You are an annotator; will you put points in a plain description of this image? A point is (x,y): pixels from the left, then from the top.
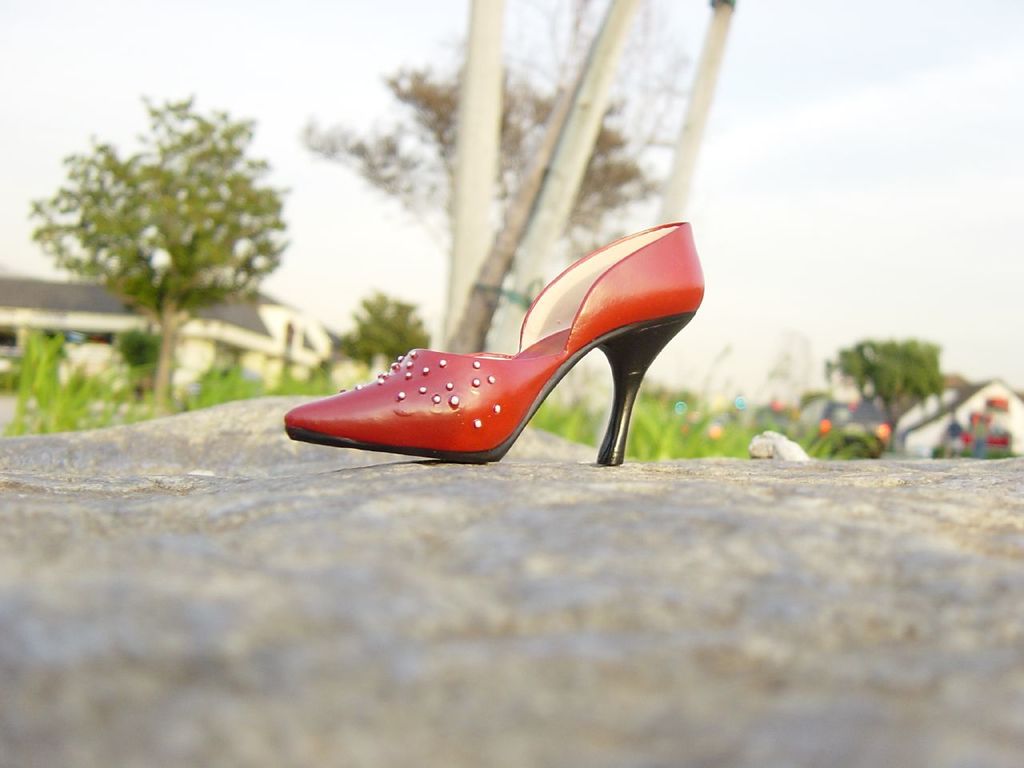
In this picture we can see footwear (488,455) on a rock surface (462,519). In the background (237,390) we can see grass (666,424), trees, houses (346,378), and sky (869,208).
